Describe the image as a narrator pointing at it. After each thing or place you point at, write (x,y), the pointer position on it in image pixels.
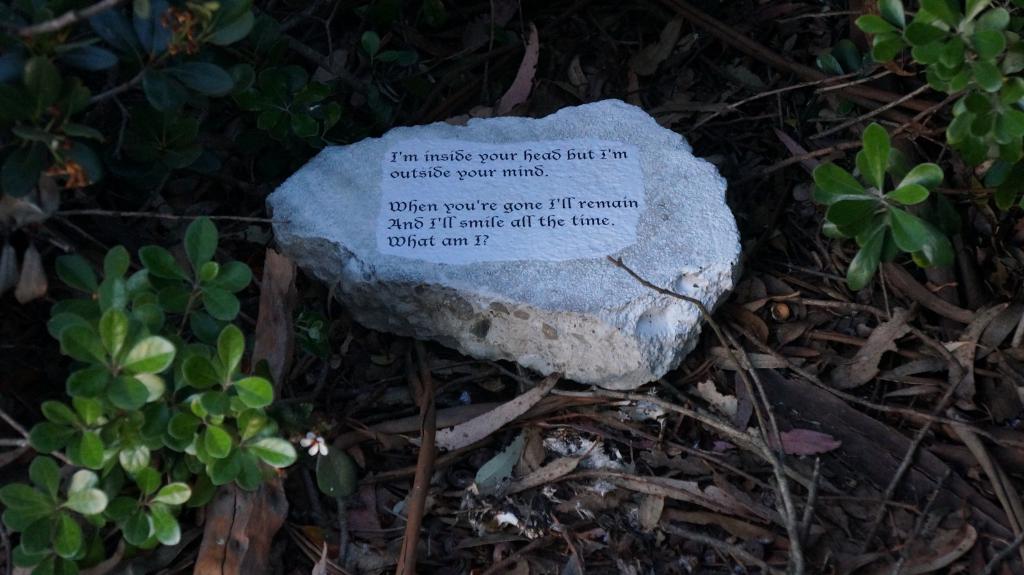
In this picture I can see a rock (497,205) with some text (442,176) and placed on the ground (471,428), around there are some plants (168,97).
